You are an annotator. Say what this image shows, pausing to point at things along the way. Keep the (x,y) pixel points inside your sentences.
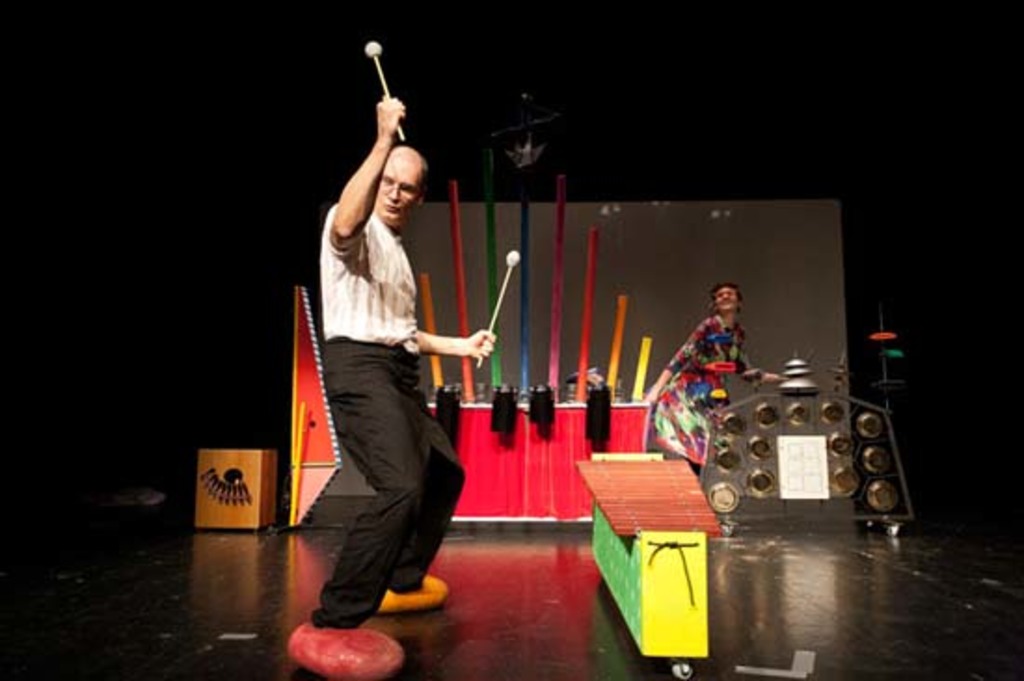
In this image there are artists (418,403) performing on the stage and there are objects (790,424) which are yellow, red and pink and blue in colour and there is a curtain (766,258) which is white in colour.
